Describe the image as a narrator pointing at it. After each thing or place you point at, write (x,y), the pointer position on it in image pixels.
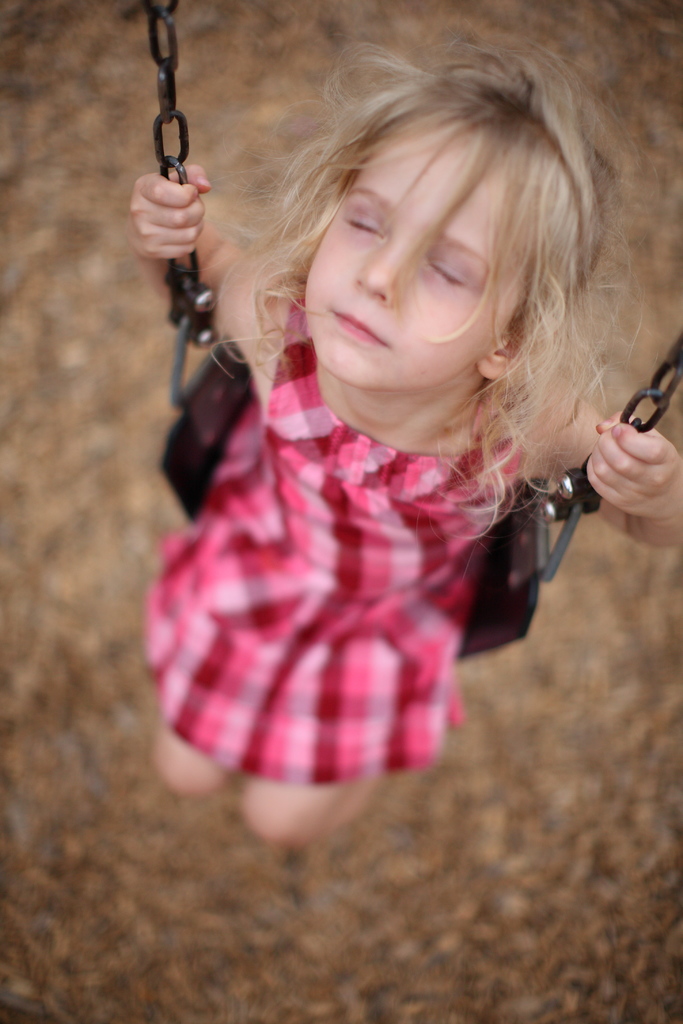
In this image I can see a baby (318,472) wearing a red color gown (285,501) sitting on swing (566,517).
